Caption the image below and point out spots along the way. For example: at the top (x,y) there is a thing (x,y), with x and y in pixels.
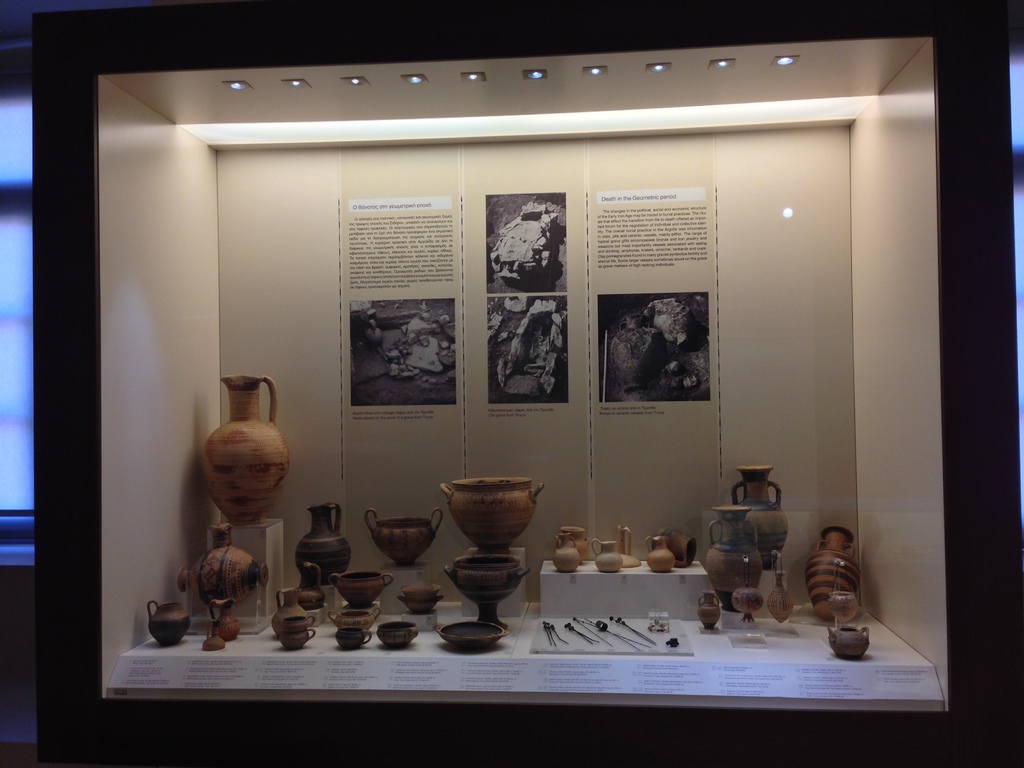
In the middle of the image (450,495) we can see few jars (264,563), cups (399,638), bowls (483,624) and few other things (654,612), in the background (417,379) we can find few papers (522,261) on the wall (764,252), and also we can see few lights (603,71).
